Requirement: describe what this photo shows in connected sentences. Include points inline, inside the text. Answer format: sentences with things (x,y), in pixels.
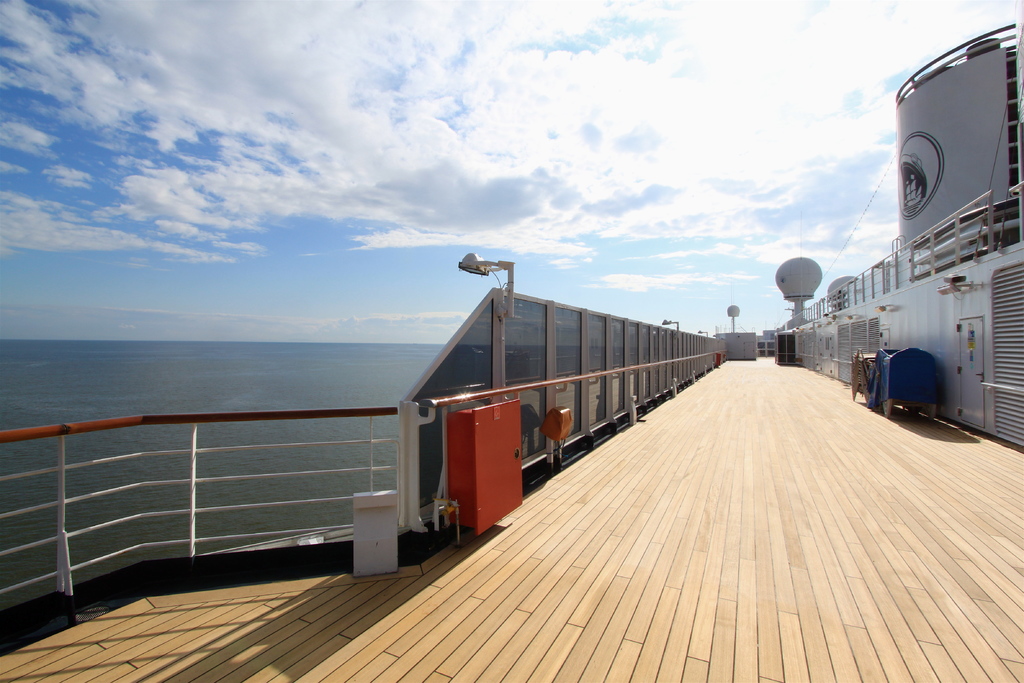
In this image in the foreground (621,421) there is the water (390,374), ship (595,374), on which there are light poles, metal rods (829,298), fence (521,349), some other objects (794,289), at the top (438,141) there is the sky (385,145) and this image is might be taken on the ocean (339,422).
